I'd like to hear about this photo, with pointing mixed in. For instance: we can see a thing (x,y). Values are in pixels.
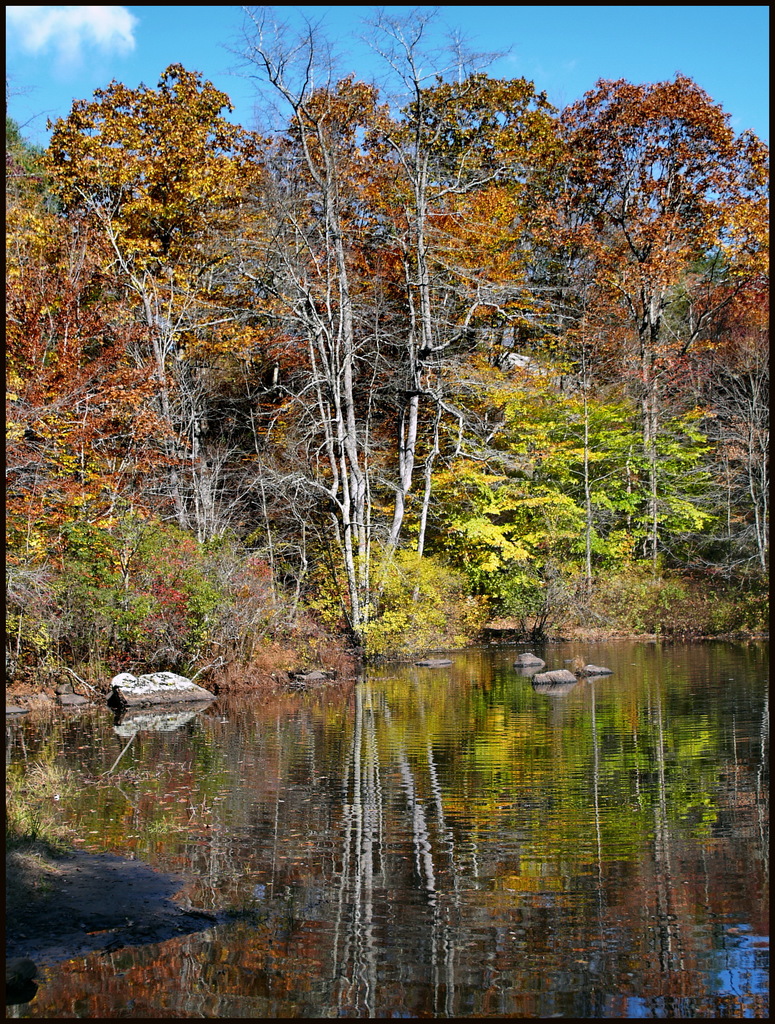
In this picture I can see many trees (327,534), plants (558,607) and grass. At the bottom (544,895) I can see the lake (559,914). In the center (438,662) I can see some stones (149,685). At the top (87,22) I can see the sky (373,31) and clouds (95,15).
